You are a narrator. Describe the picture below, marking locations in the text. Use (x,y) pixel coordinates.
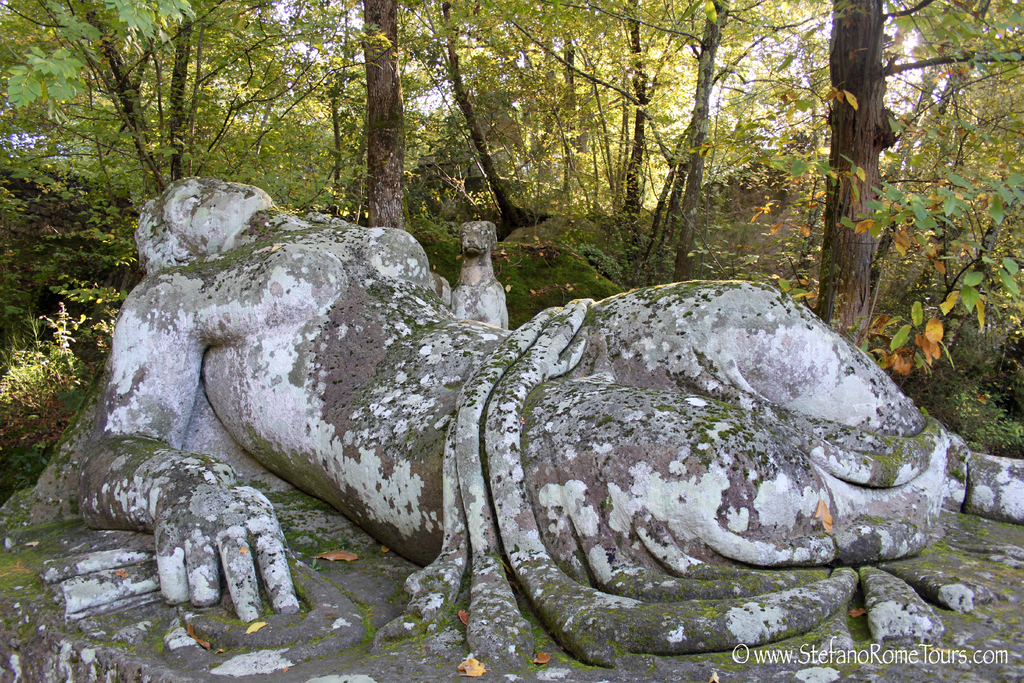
In the center of the image (414,331), we can see a sculpture (446,379) and in the background (526,106), there are trees (651,235).
